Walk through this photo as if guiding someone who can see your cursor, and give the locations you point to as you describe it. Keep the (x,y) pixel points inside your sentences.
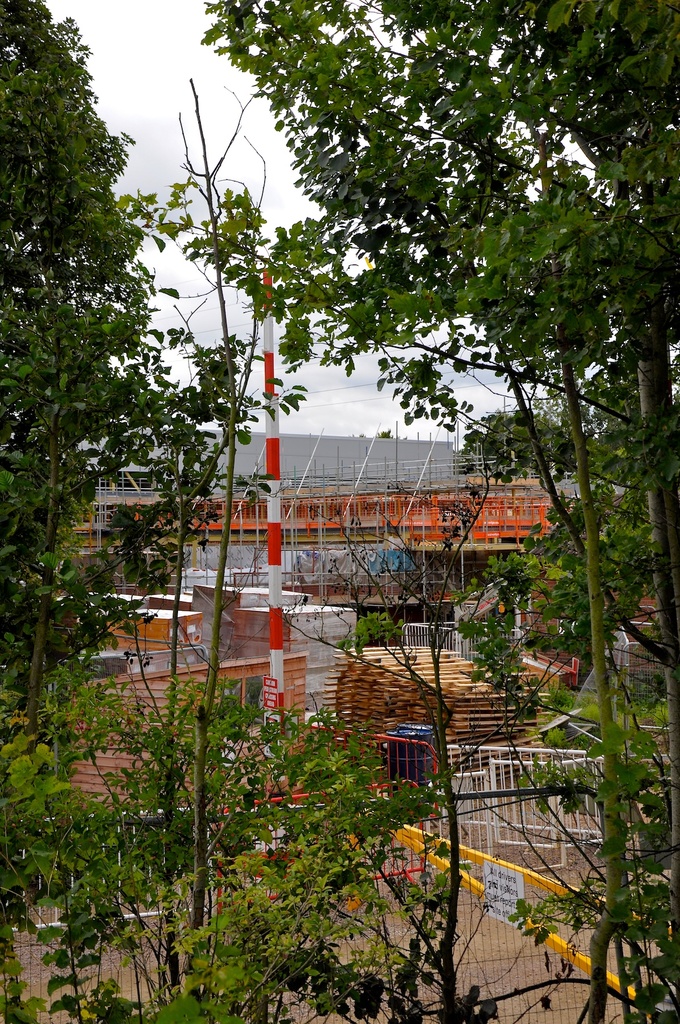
In this image we can see that there is a building (329,490) in the middle (261,492) and there are trees (112,312) on either side of the building (352,490). At the bottom (405,701) there are wooden sticks (387,696) and small houses (285,667). In the middle (277,544) there is a pole (272,472). At the bottom (480,865) there is fence (465,803). At the top (195,52) there is sky (195,52).
